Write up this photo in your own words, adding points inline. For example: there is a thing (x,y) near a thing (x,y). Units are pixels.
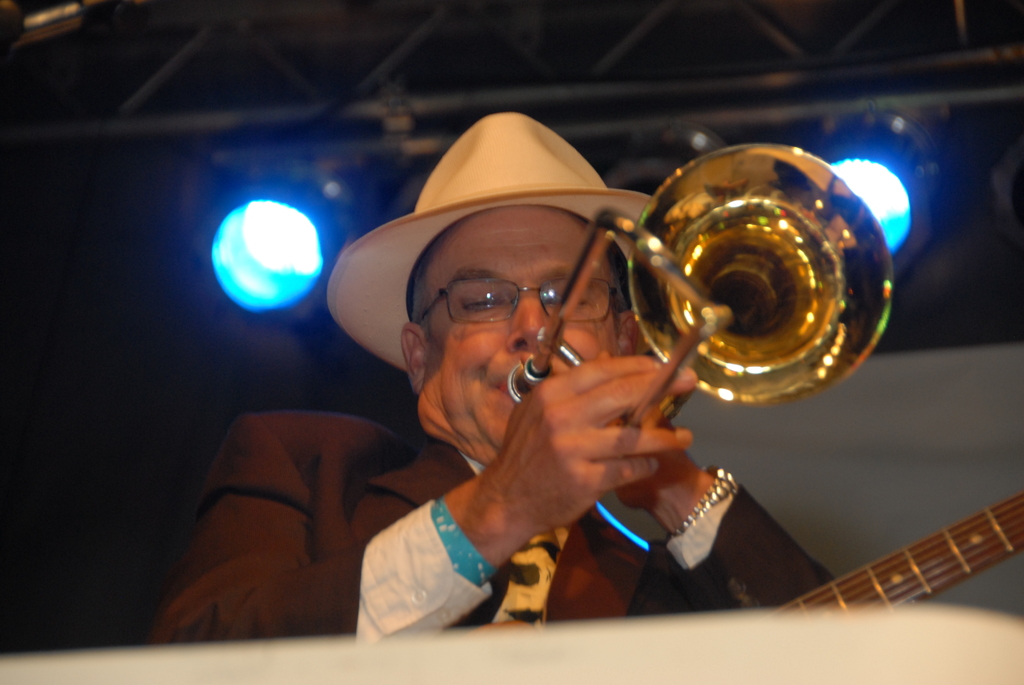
In the center of the image (494,356) a man (531,413) is playing trombone (637,284) and wearing hat (365,328). In the background of the image (922,318) we can see lights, wall (878,355) are present.
